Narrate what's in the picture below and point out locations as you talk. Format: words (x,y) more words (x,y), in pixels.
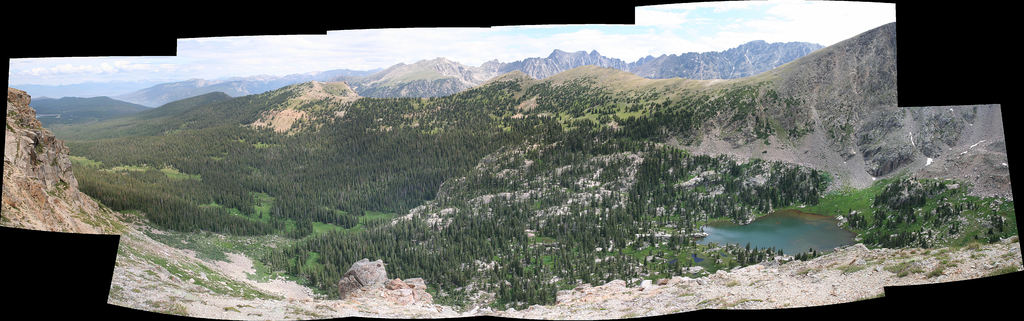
In this image we can see trees (429,167), water (821,236), hills (752,85), stones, sky (649,32) and clouds (609,47).
